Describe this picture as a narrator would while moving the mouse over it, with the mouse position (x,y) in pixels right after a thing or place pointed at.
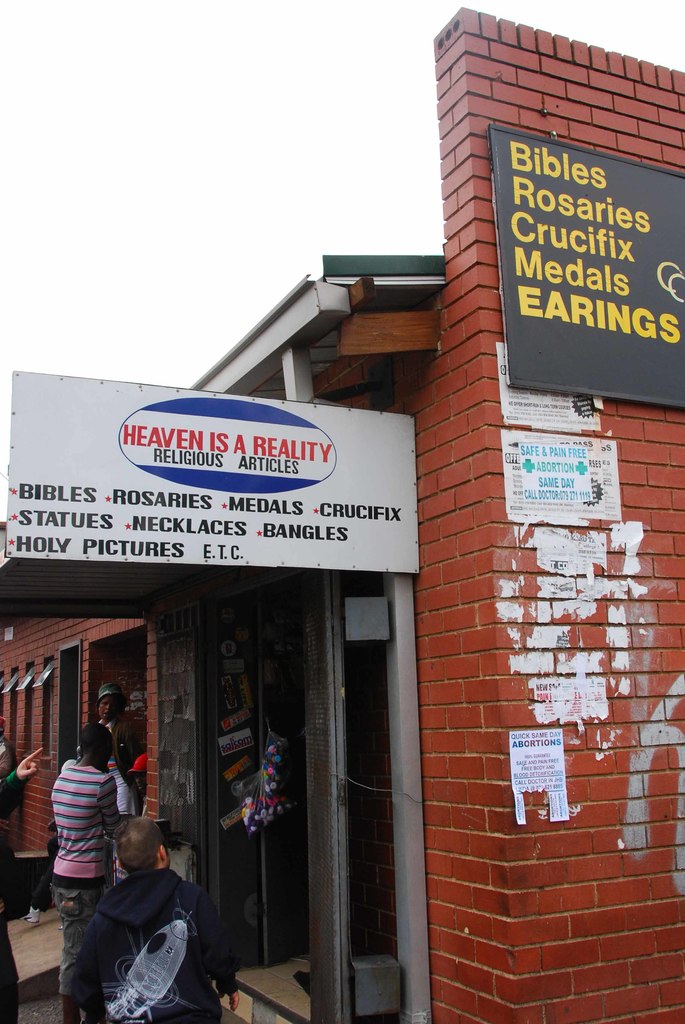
In this image there are a few people (75,817) standing in front of shops (249,761), on top of the shops (227,665) there are name boards (334,464).
